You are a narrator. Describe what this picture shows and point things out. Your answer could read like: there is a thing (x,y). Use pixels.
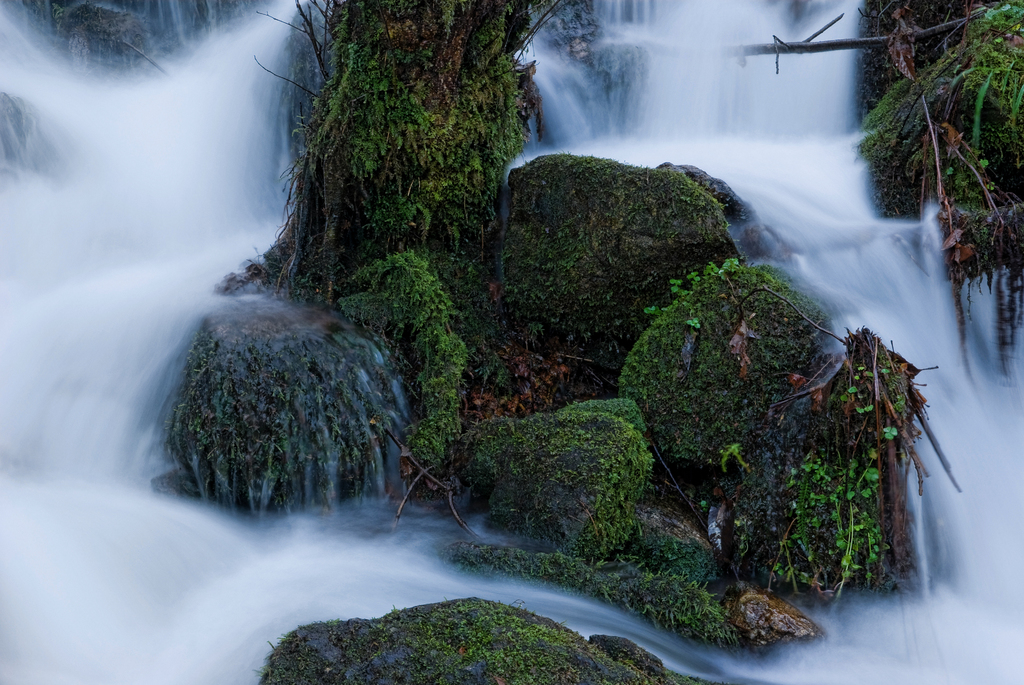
Here in this picture we can see water (598,97) flowing through a place and in the front (402,281) we can see rock stones (397,668) present, that are covered with some plants (707,340) and algae (620,433).
